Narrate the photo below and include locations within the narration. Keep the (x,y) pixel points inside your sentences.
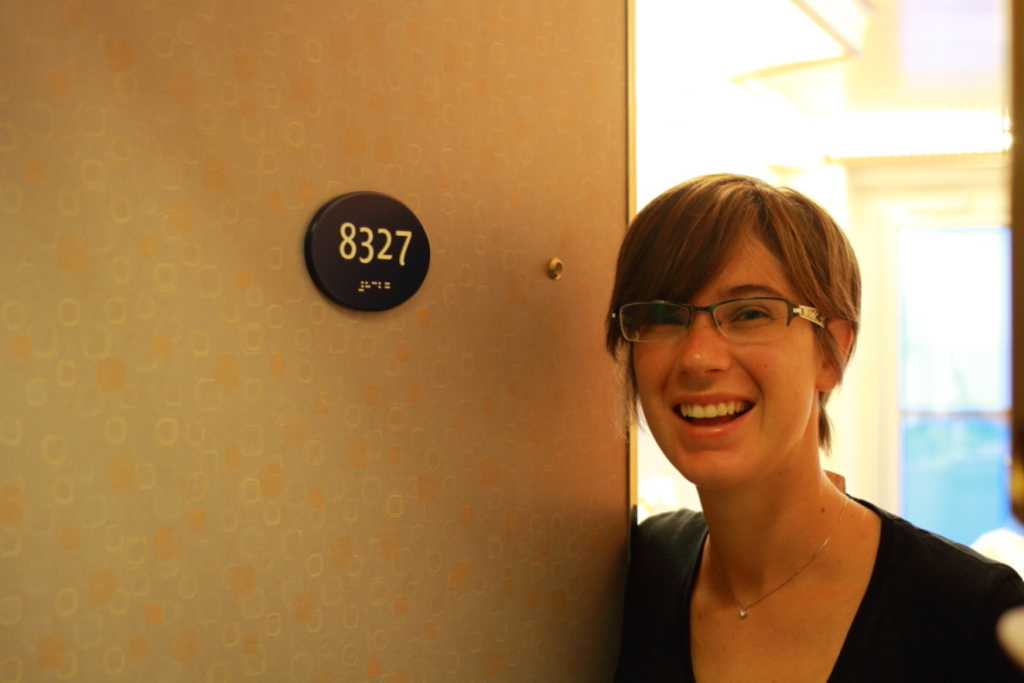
In this picture we can see a woman (951,638) smiling. There is a number board (373,214).
